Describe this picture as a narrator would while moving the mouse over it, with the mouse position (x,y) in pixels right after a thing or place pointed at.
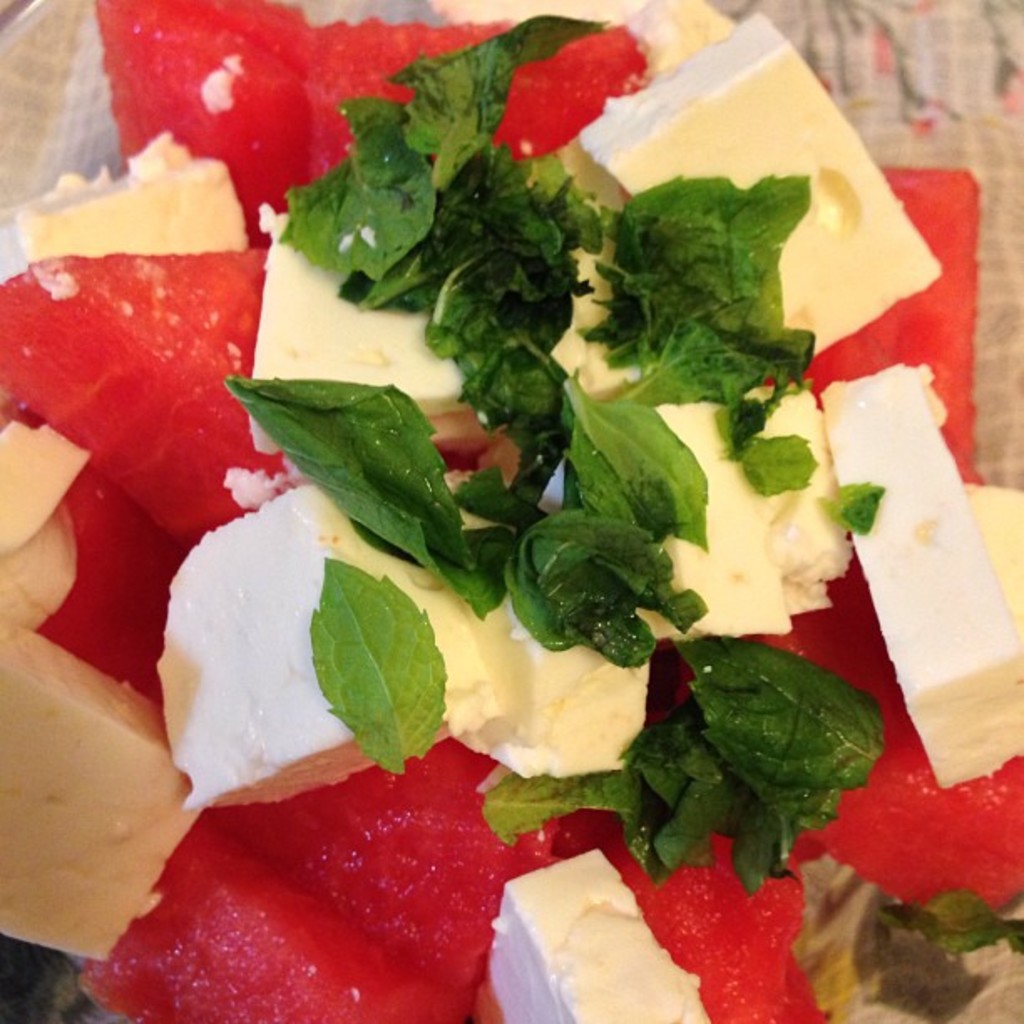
In this picture we can see food items (263,36), leaves (733,374) and these are placed on a plate (60,83).
